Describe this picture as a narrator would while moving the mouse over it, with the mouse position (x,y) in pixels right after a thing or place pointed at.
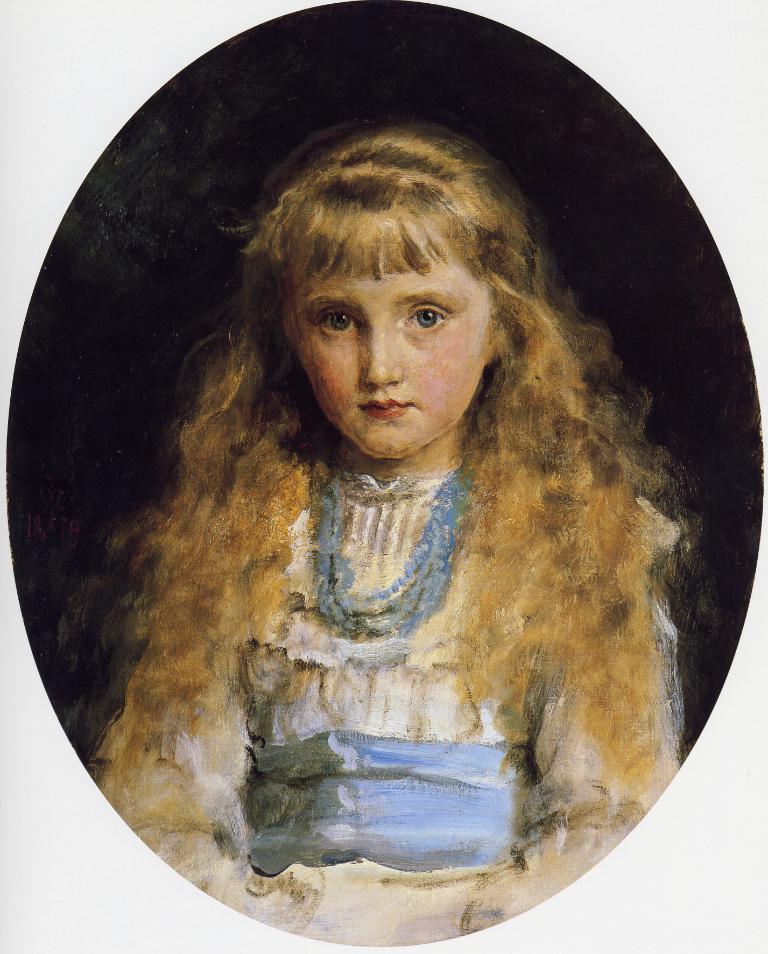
This is a painting (358,585) of a girl (360,534) in a frame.
